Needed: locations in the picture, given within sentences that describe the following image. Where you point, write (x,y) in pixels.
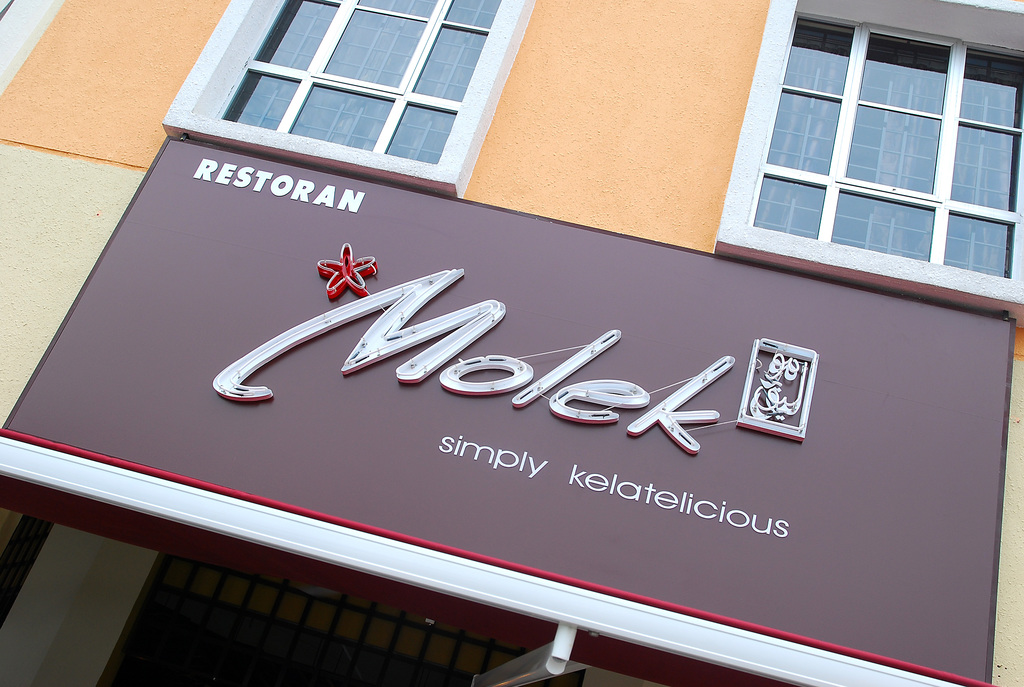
In the image we can see there is a building (748,3) and there are windows (909,160) on the building (399,122). There is a hoarding (301,438) on the building (683,155) and its written ¨Molek¨ on the hoarding (407,442).
